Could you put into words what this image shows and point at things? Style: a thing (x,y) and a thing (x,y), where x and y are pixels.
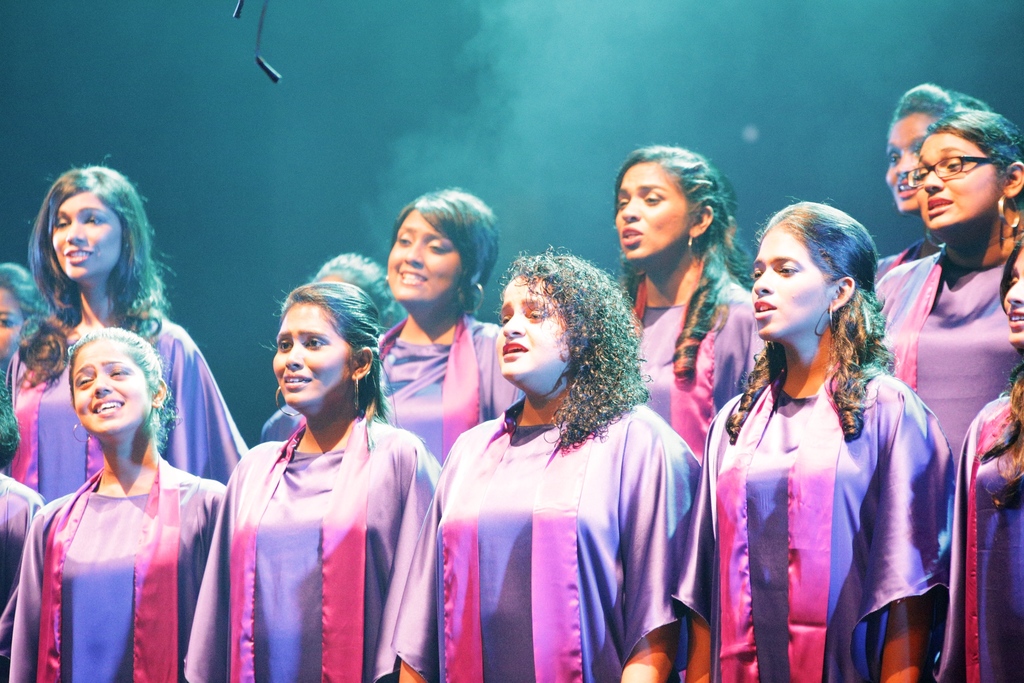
In this image we can see group of woman (686,289) standing wearing a violet dress (633,500). To the right side (956,270), we can see a woman (992,184) wearing spectacles (946,173).
